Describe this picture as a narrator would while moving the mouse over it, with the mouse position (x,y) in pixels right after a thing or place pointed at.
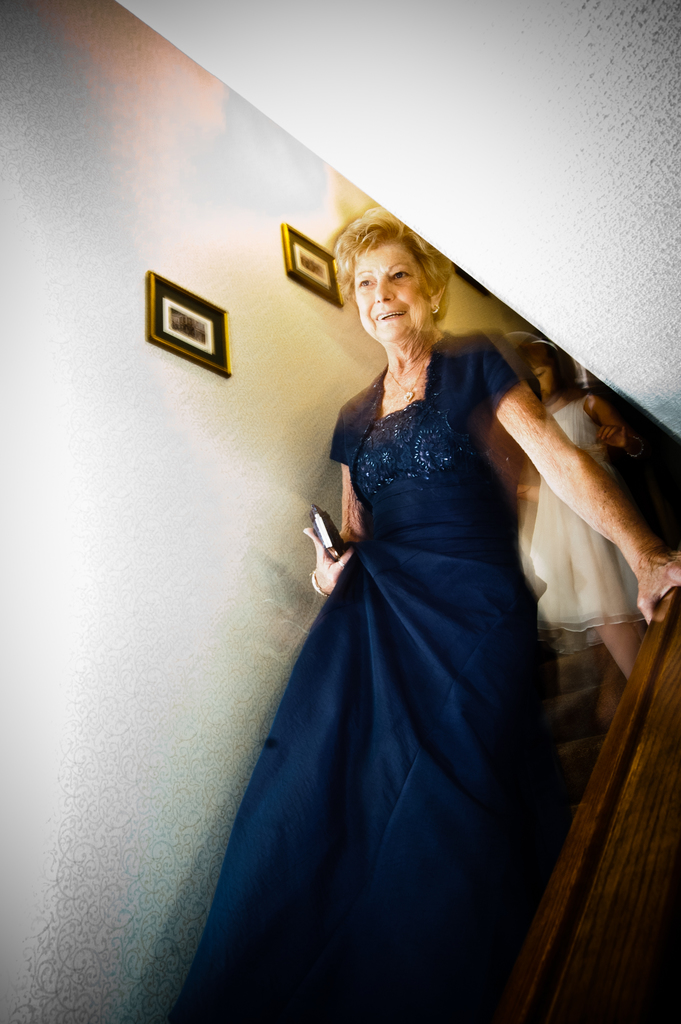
In this image, we can see a lady (527,836) and a kid (561,519) walking down the steps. There is a wall (47,413) with some photos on it.
